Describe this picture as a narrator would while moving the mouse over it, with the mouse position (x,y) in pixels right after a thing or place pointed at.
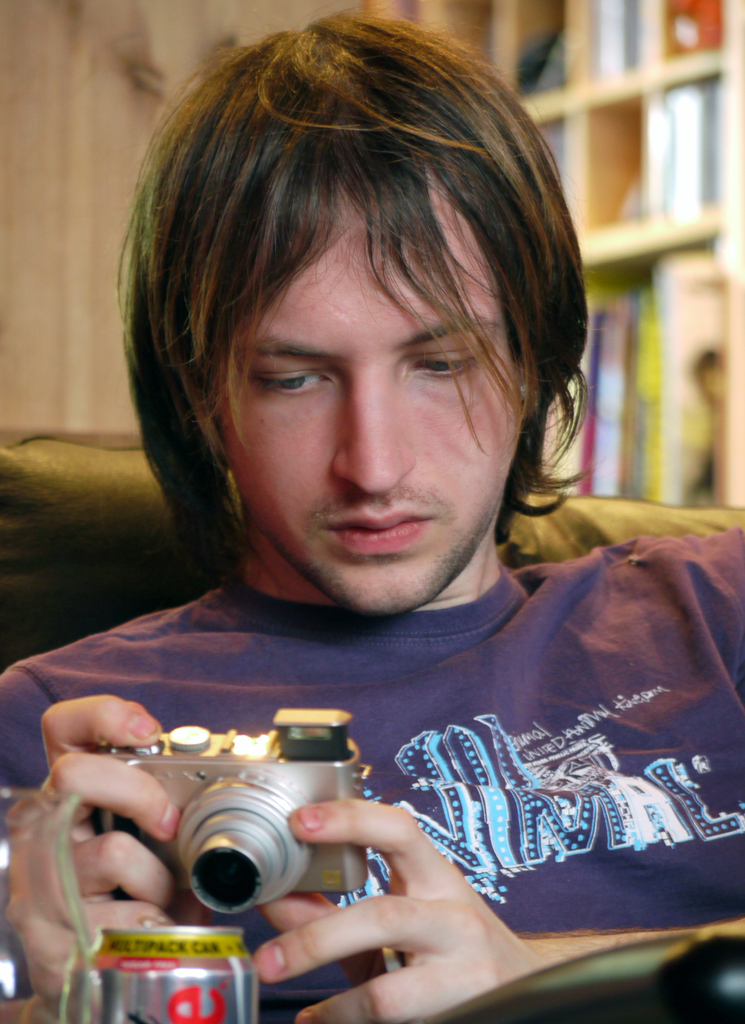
There is a man (447,926) sitting on the sofa (152,503) and holding camera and looking at it. Behind the man (472,796) there is shelf (669,79) arranged with books (648,445) and beside that there is a wooden wall (27,333).
